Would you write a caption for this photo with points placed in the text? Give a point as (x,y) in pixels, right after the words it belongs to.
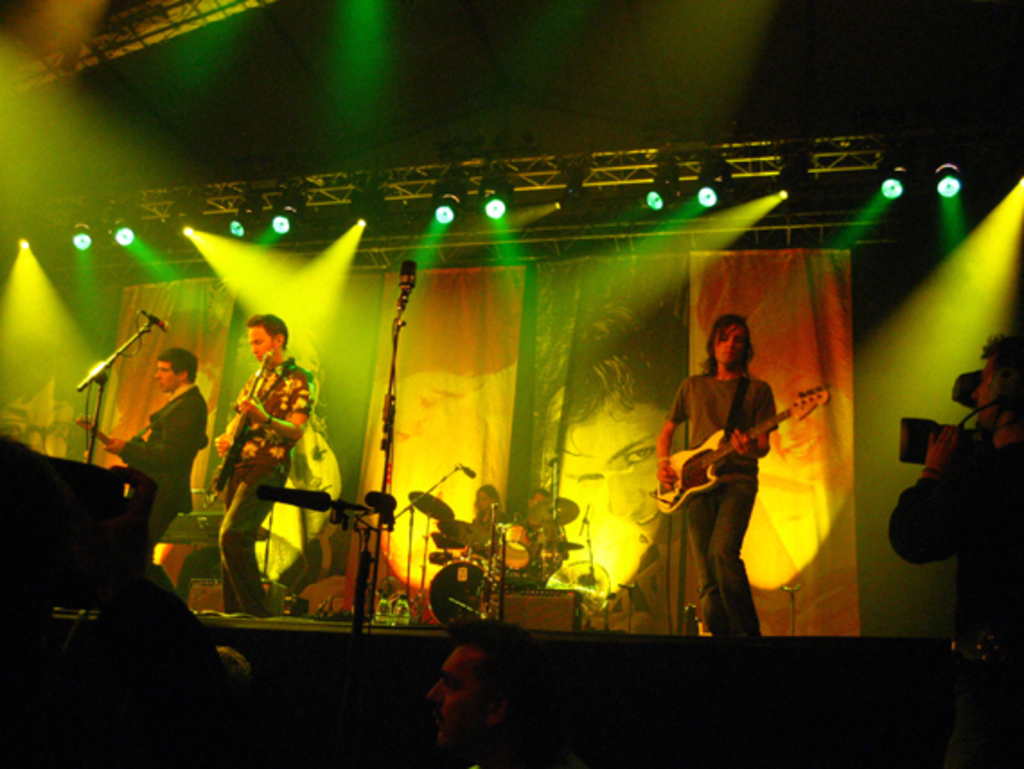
The picture seems like it is a music concert in which there are three men (747,526) who are performing in the foreground (238,460) and another man (473,520) who is performing in the back ground (481,500). The man (667,476) to the right side (723,453) is playing the guitar (680,459) and the man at the background (447,545) is playing the drums (461,545). At the top (282,222) there are focus lights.
